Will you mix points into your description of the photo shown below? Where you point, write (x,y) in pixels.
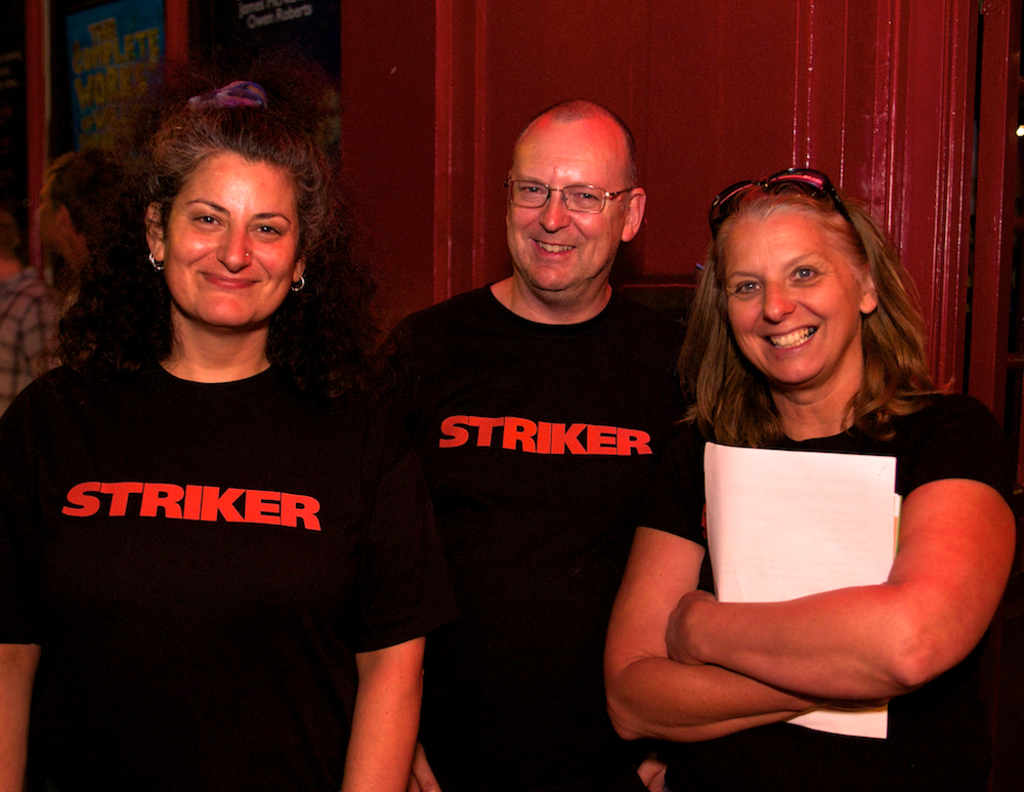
There is one man (476,477) and two women (408,513) are present as we can see at the bottom of this image (471,534). We can see a wooden door (482,115) in the background (514,86). There are other persons (44,199) present on the left side of this image (60,222).
